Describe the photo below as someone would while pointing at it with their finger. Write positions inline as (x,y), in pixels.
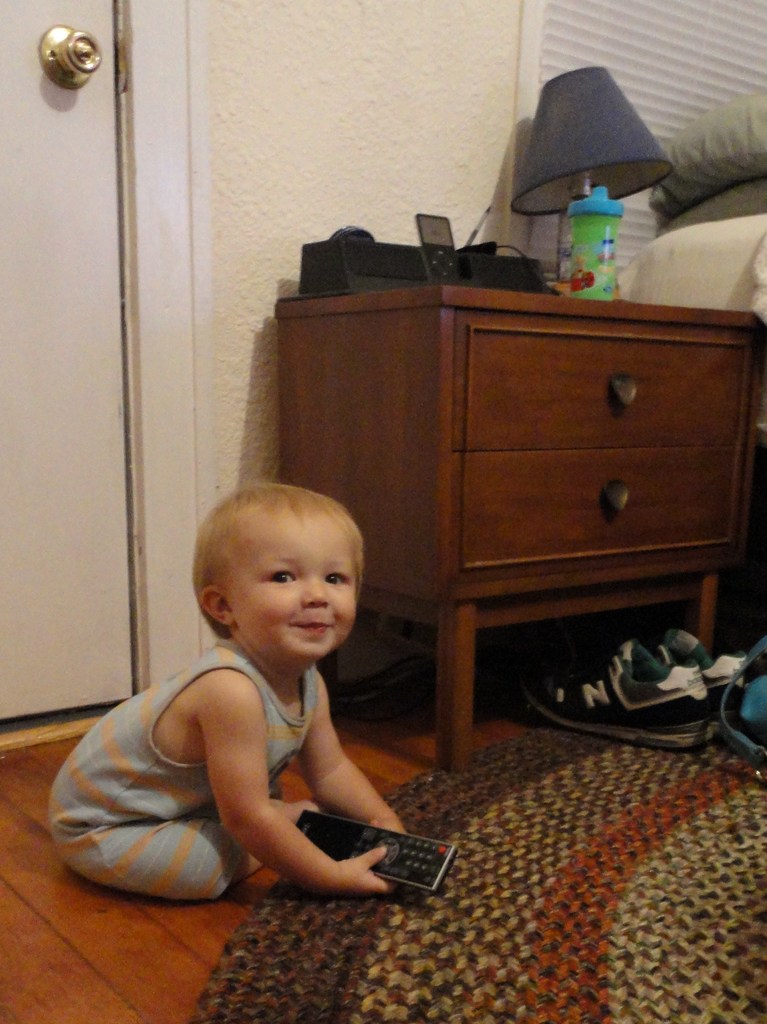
This is a boy (184,711) sitting and smiling. He is holding a remote (351,830) in his hand (354,879). This looks like a floor mat (319,958). I think this is a table (592,361) with the drawers (630,427). I can see a lamp (585,188), bottle (579,256) and few other objects (507,268) placed on the table (530,294). This looks like a door (50,125) with a door handle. On the right side of the image (659,253), I think this is a bed (718,229) with a pillow (735,169). I can see a pair of shoes (673,684), which are placed on the mat (531,848).
